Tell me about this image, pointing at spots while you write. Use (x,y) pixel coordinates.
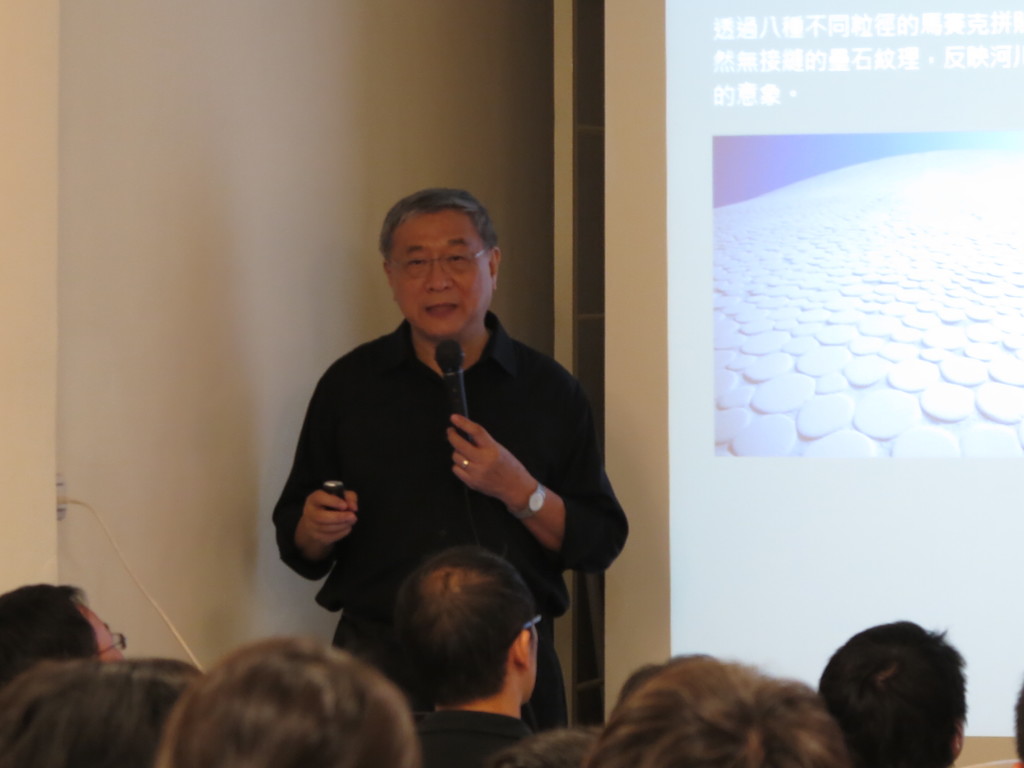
In this image there are people (496,636) at the bottom (635,696). There is a person (543,642) holding a mike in the foreground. And there is a screen (989,517) on the wall (460,130) in the background (861,9).
